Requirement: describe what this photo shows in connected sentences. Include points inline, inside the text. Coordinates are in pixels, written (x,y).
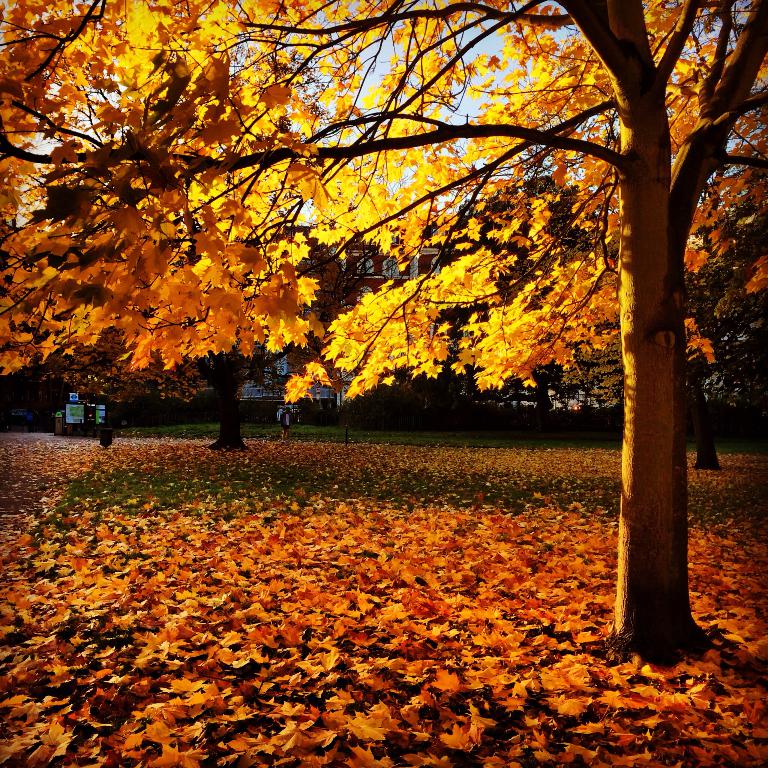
In this image we can see a group of trees (437,292) and leaves (183,579) on the ground (461,644). In the background (408,276) we can see a building (373,276) and the sky (457,98).
